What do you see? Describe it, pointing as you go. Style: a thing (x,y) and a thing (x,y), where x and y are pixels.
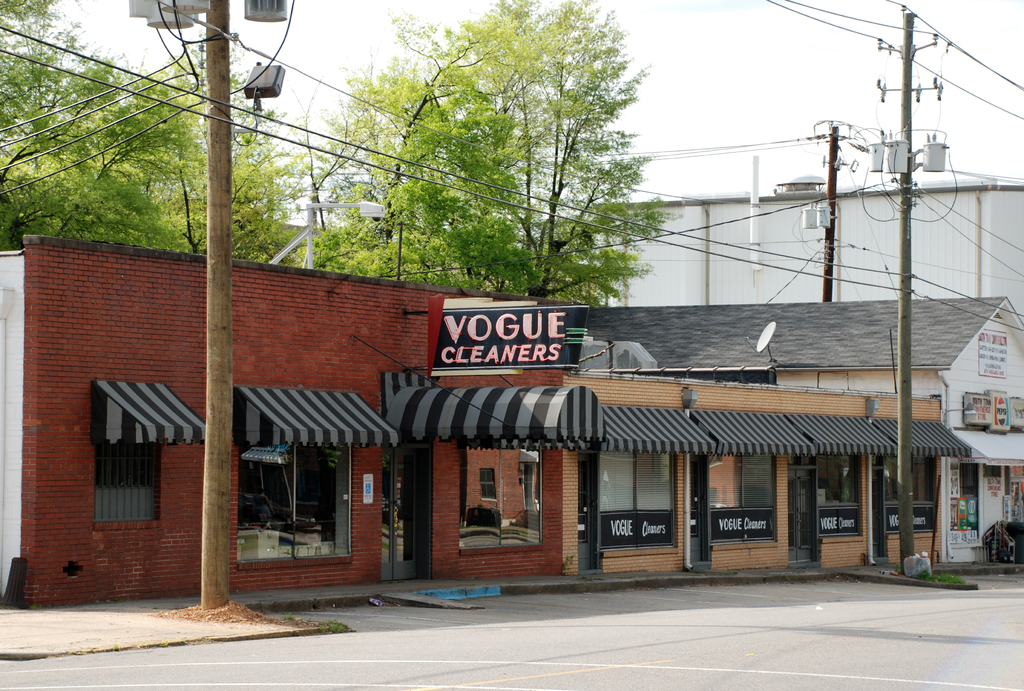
In this picture there are poles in the image and there are shops (559,470) in the center of the image (373,441) and there are trees (447,158) and a building (863,295) in the background area of the image (599,174) and there is a poster (579,355) in the center of the image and there are wires (453,269) in the image.
